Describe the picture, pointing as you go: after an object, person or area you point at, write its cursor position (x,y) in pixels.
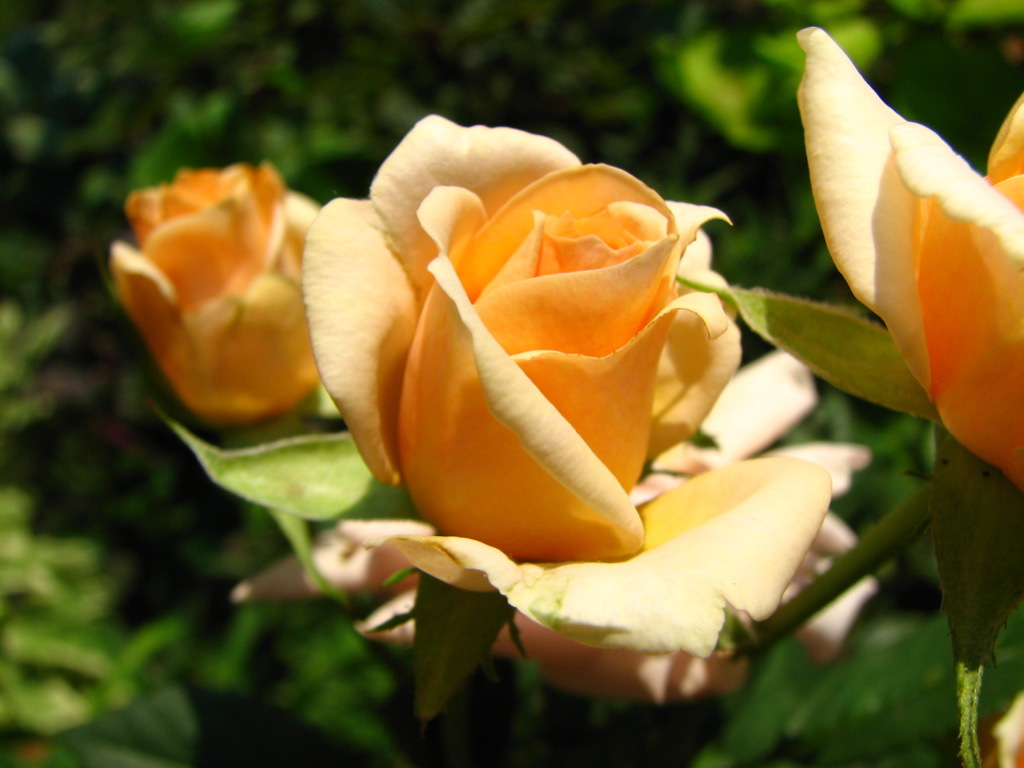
In this image, we can see flowers (284,390) on the blur background (225,348).
